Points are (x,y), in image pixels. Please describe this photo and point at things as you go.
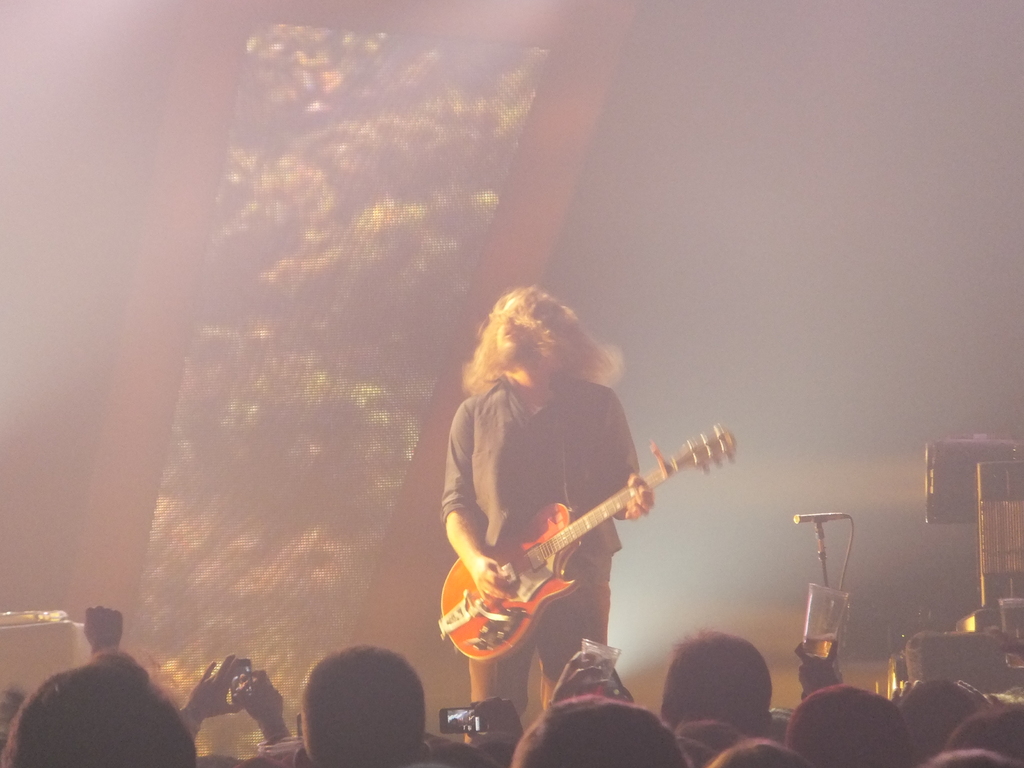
This image is clicked in a musical concert. There are people (170,757) in the bottom (523,757) who are holding mobile phones (479,723) and glasses (830,626). There is a person (568,659) in the middle (574,380) who is playing guitar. There is a mic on the right side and there are speakers (951,448) on the right side (935,510). There is a screen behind him.
